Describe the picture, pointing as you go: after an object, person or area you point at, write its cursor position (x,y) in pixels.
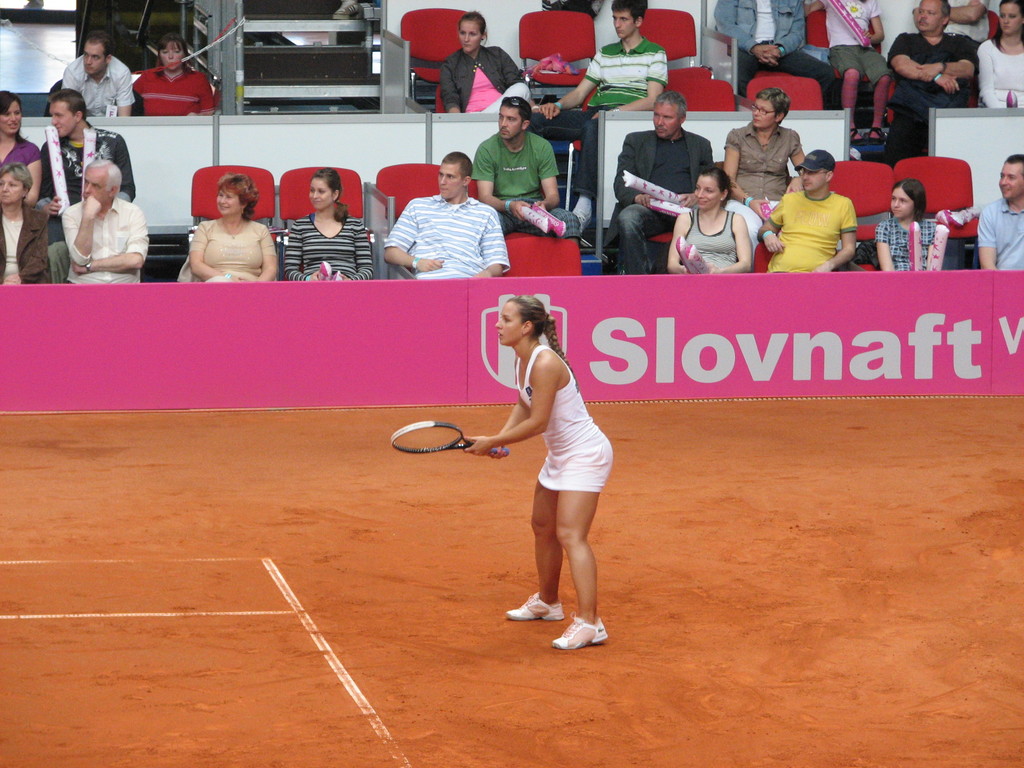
This is the picture inside of the stadium (644,567). There is a woman (544,363) with white dress (564,445), she holding a bat (392,439) and standing. At the back (74,265) there are group of people (664,109) sitting in the chair (546,242) and there is a hoarding (115,339). At the bottom (769,618) there is a sand (801,640).
